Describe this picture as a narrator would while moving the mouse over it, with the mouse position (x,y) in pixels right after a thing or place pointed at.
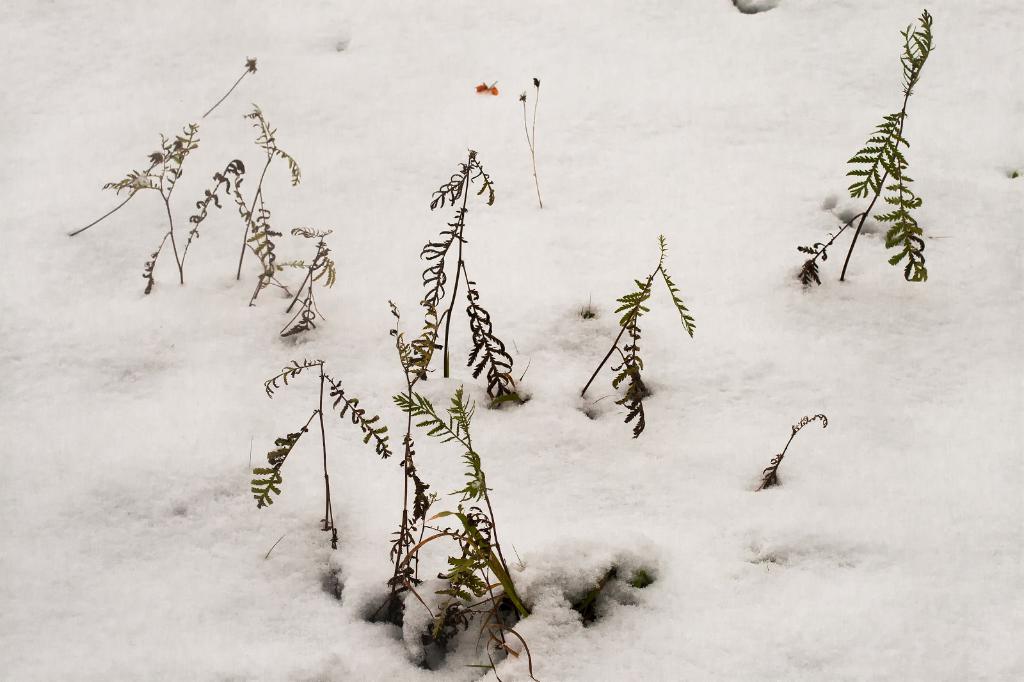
In this image we can see the snow (757,196) on the ground (482,74) and there are some plants (416,580).
